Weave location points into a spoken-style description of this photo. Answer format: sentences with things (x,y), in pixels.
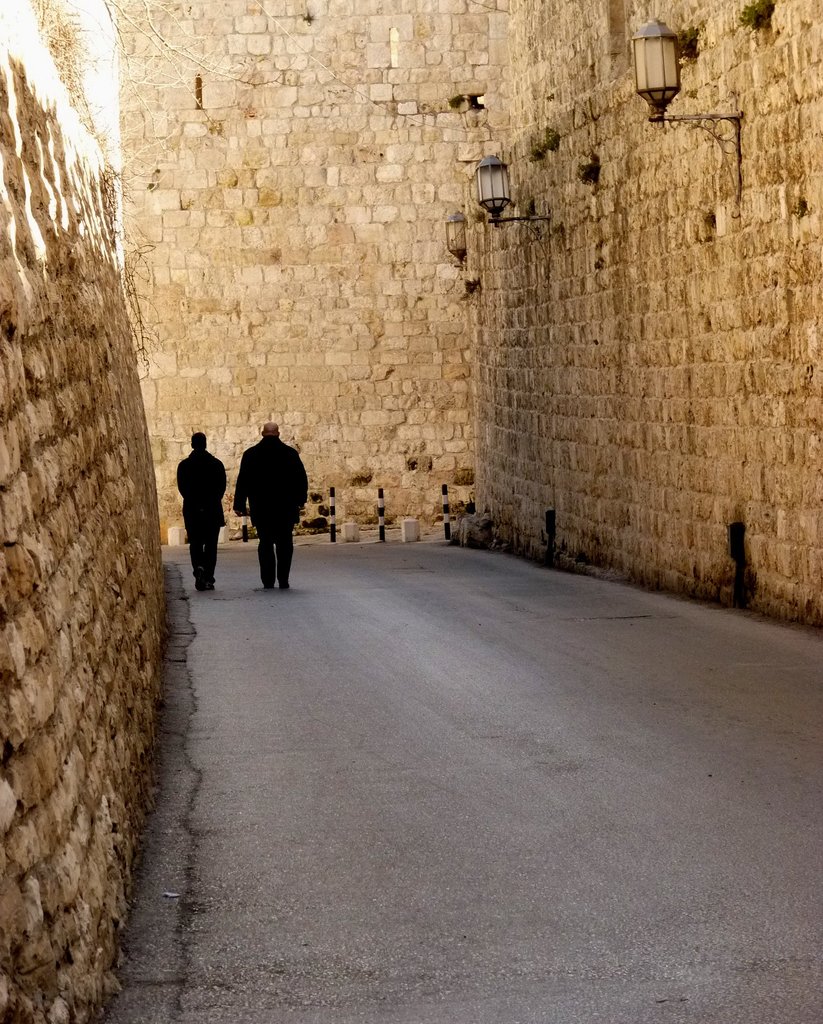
In this image I can see two people (201,565) are on the road (277,761). These people (253,480) are wearing the black color dresses (298,500). To the side of the people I can see the wall (426,331) and there are lights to the wall (406,150).
